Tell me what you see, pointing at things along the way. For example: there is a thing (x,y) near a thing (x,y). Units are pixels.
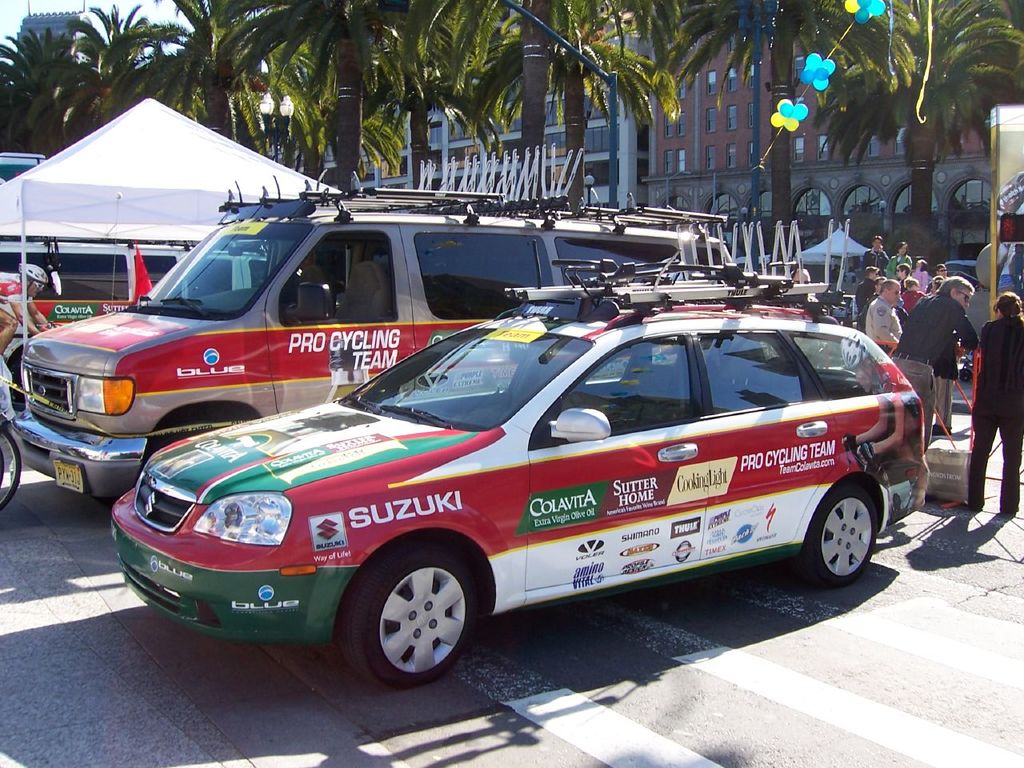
In this image there are cars (203,392) parked on the road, beside the cars (172,287) there is a tent (84,201), behind the cars (720,368) there are a few people (926,324) standing, in the background of the image (635,123) there are trees (577,137) and buildings (733,118).
